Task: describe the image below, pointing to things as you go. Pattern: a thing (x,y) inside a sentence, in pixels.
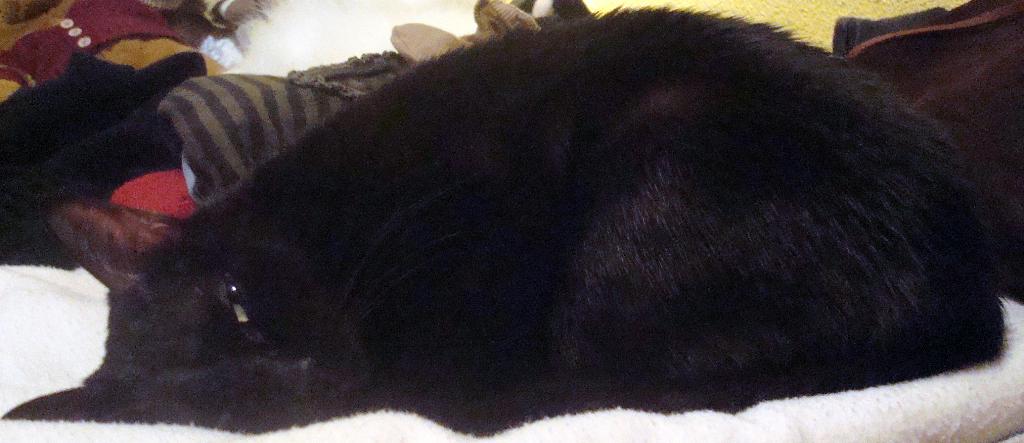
In the center of the image (579,265) we can see a cat (309,286) which is in black color lying on the white cloth (742,430). In the background (109,30) there are clothes (145,88).
